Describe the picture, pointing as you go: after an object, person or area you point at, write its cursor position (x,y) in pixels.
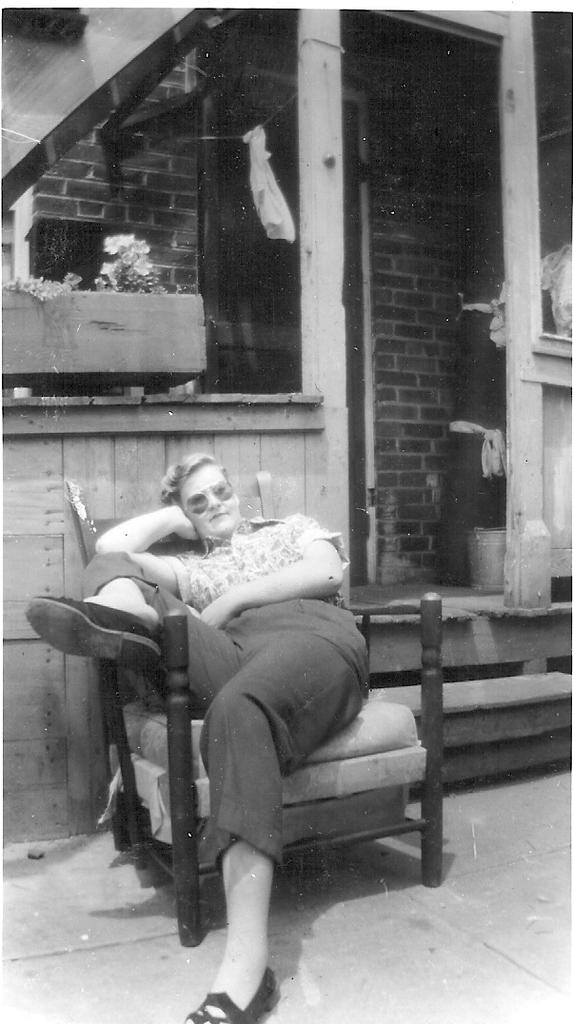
It is a black and white image. In this image we can see a person (225,560) wearing the glasses (196,497) and sitting on the chair (329,744) which is on the path (357,909). In the background (299,309), we can see the door (347,233), brick wall (423,451), flower pot (127,309) and also the bucket (500,545).
